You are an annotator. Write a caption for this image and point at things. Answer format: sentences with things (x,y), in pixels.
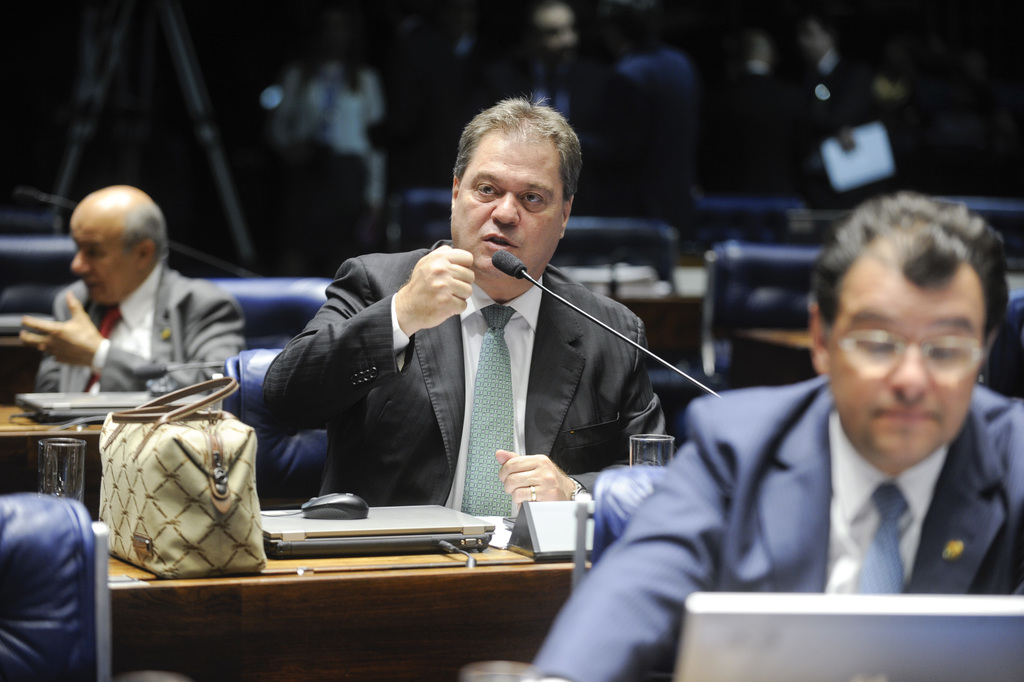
In this image we can see a person (377,470) sitting behind a table (447,559), which contains a microphone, glasses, laptop (314,520), mouse (338,499), bag (247,533) and a few other objects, behind him we can see a person (156,290) sitting in front of a table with a laptop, on the bottom right corner of the image (1023,579) a person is sitting in front of a laptop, in the background (724,271) there are tables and chairs (725,240).
